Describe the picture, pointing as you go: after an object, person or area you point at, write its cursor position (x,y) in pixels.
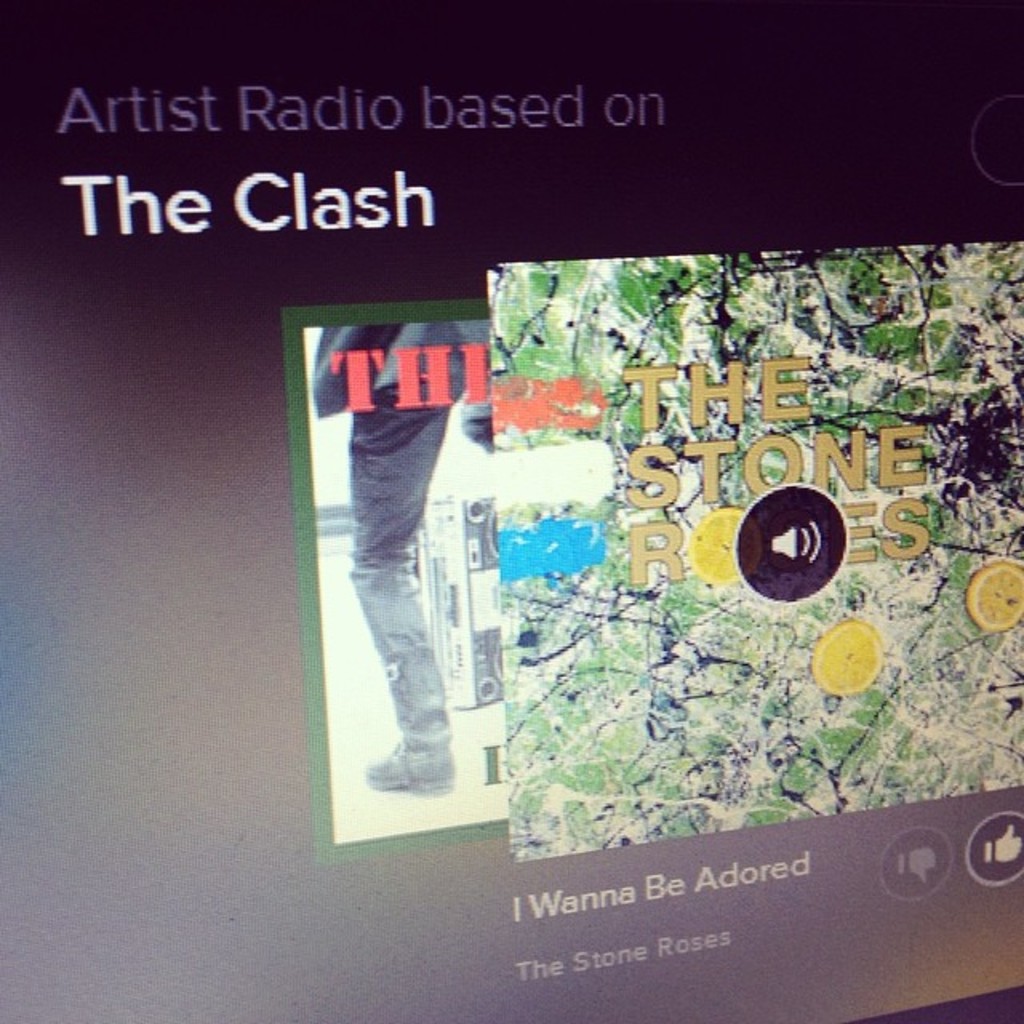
In this image we can see a screen (418,434) with some text (470,379) and images (630,317).
